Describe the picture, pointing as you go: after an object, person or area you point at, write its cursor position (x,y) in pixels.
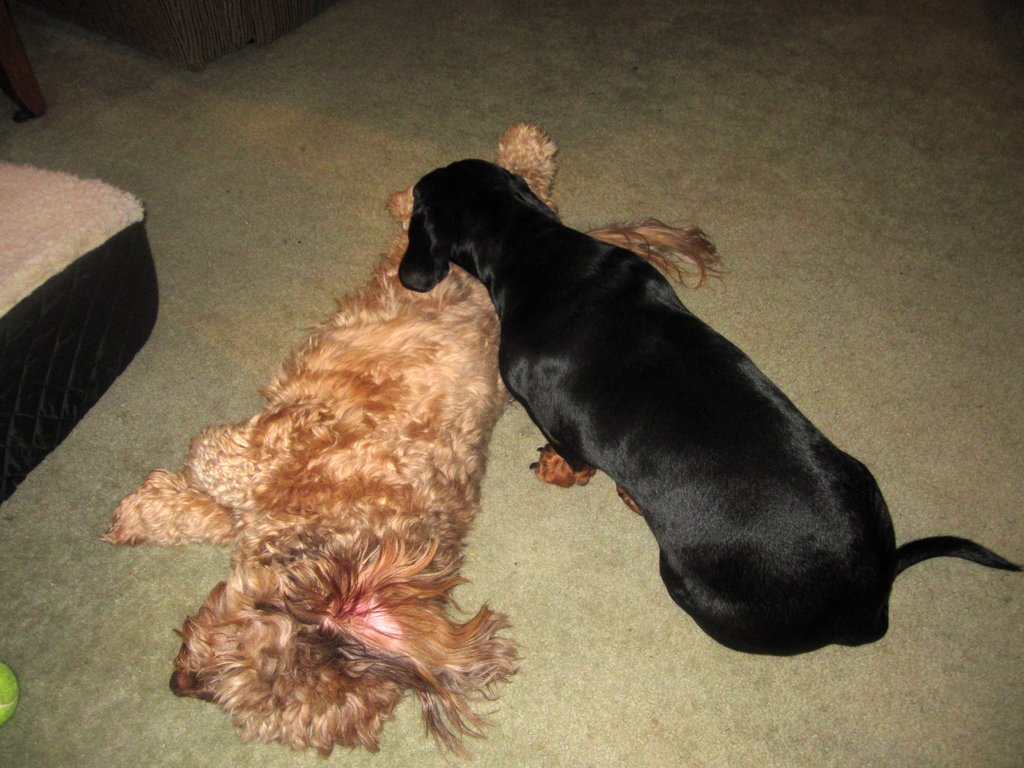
In this image there are two dogs (723,461) on the surface (582,583) and there are few objects (105,205) placed.
